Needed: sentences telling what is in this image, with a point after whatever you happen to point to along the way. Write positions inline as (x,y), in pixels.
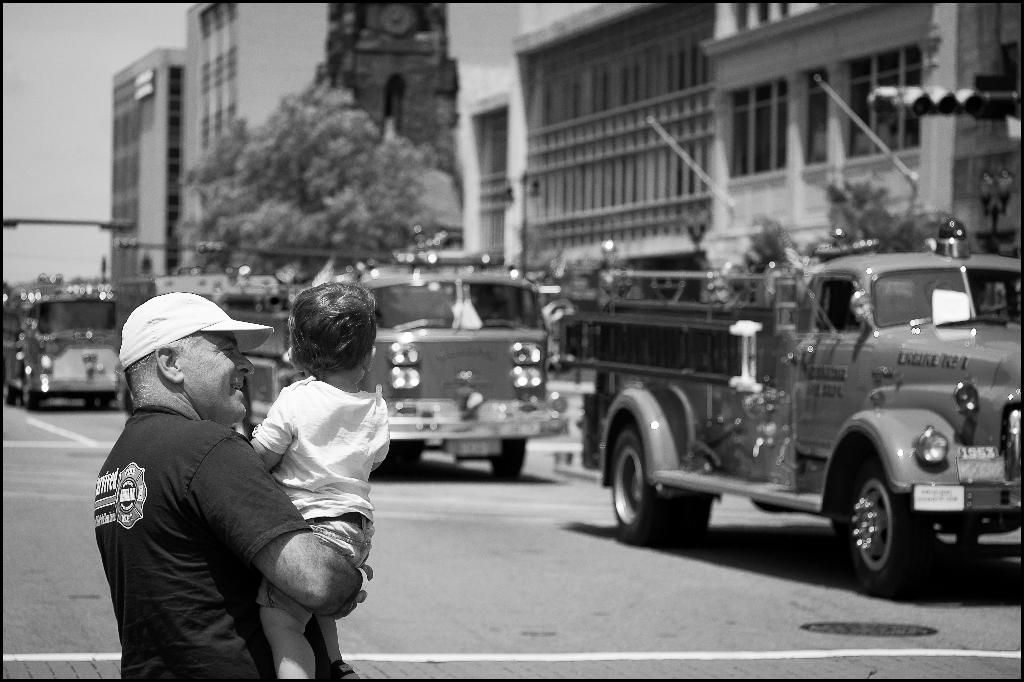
In this image we can see the person (272,565) standing and holding a kid (319,384). And there are vehicles (464,363) on the road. And there are buildings (660,156), tree (262,138), light pole (102,224), street light (912,103) and the sky (97,108).
